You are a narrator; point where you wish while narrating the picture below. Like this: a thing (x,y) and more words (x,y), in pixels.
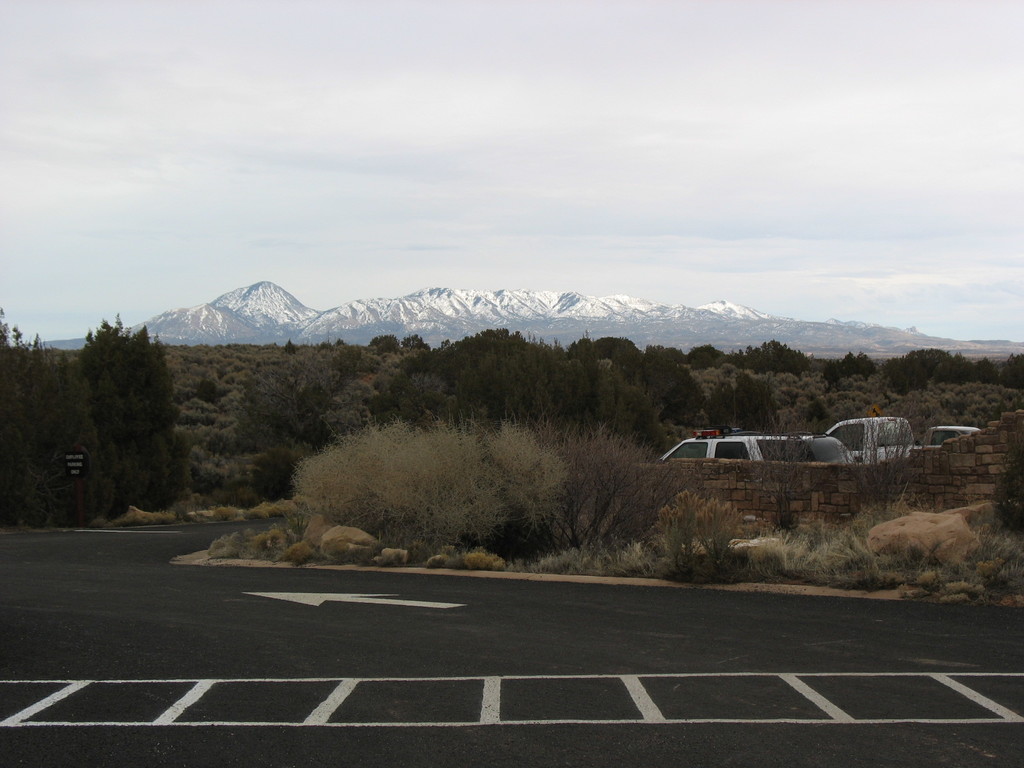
There is a road (440,704) and there are few vehicles (782,457) in the right corner (782,457) and there are trees (377,383) and mountains (432,322) in the background (491,315).
